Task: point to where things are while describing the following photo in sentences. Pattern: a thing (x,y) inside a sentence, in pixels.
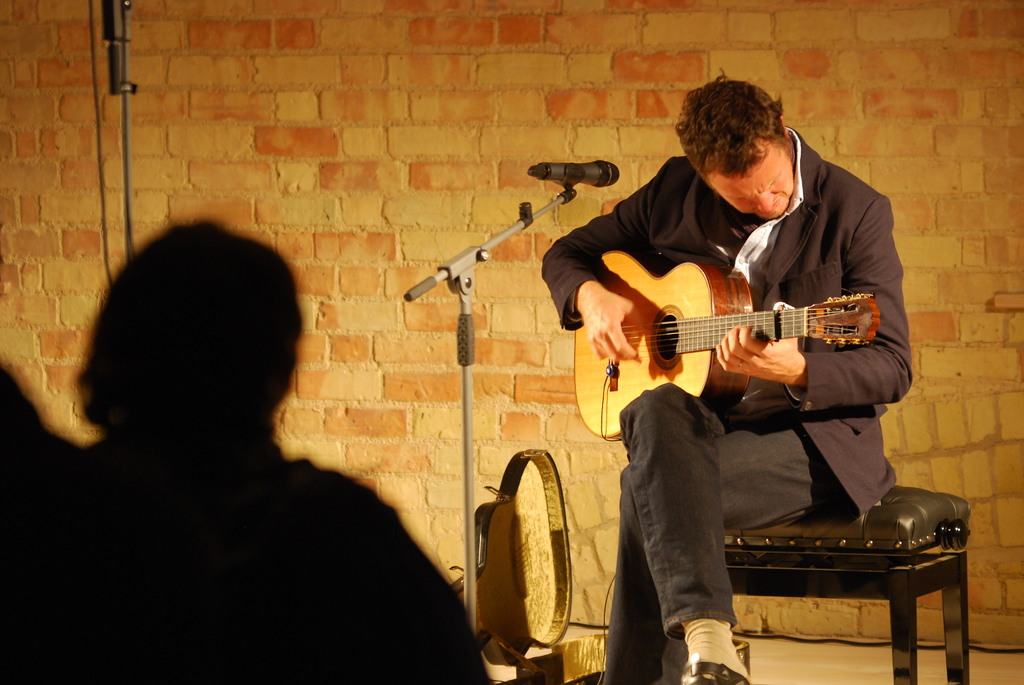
In this image there is a person (778,390) sitting in a chair (867,532) playing a musical instrument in front of him there is a microphone (618,171) and at the left side of the image (341,659) there is a shadow (332,482) and at the background of the image (379,282) it is a brick wall (611,63).
